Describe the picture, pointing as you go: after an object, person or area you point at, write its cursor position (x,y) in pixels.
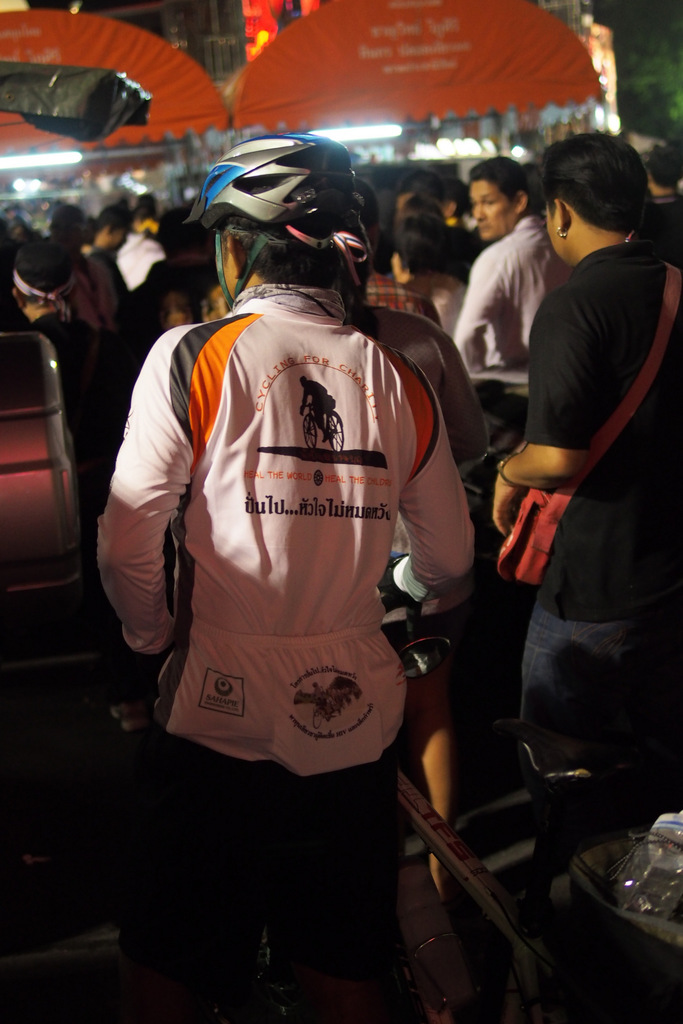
In this image, we can see people (277,270) and one of them is wearing a helmet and we can see a person (564,527) wearing a bag (523,542). In the background (201,88), there are lights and there are tents (353,36) and some other objects (94,188) and we can see trees (621,67).
